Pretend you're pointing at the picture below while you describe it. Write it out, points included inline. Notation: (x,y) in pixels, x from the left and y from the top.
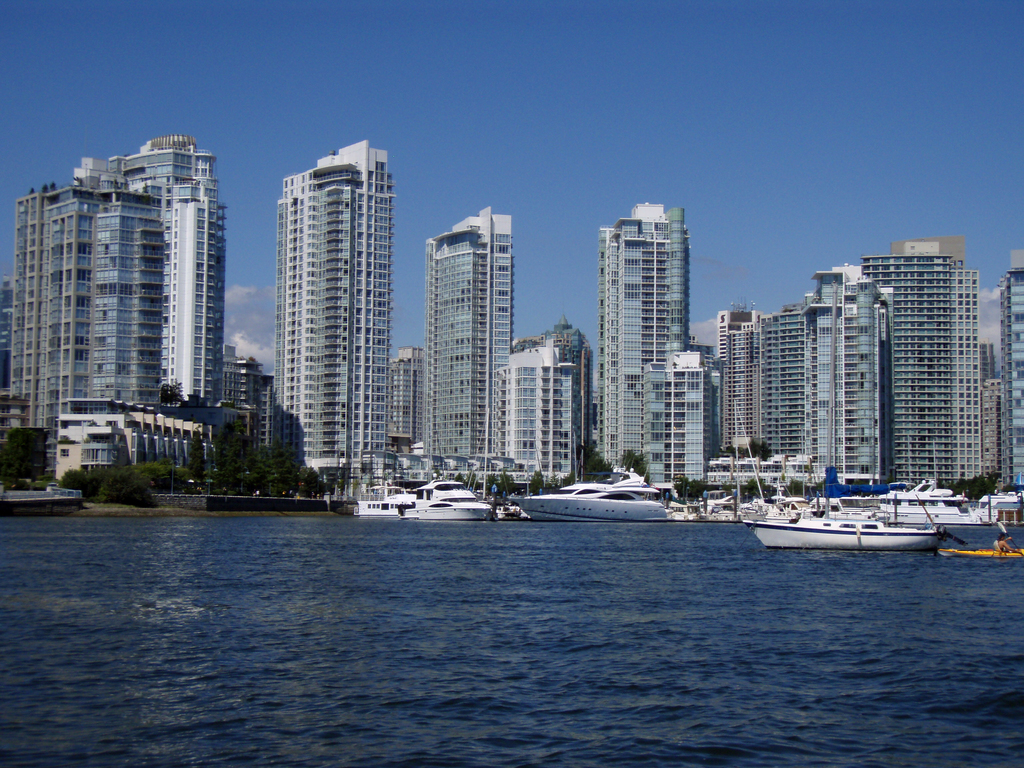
This picture is clicked outside. In the center (425,497) we can see the boats (805,538) and ships (920,512) in the water body (270,590) and we can see the trees (219,476) and plants (93,473). In the background (440,144) we can see the sky (430,162), buildings (840,360), skyscrapers (114,262) and some other objects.
